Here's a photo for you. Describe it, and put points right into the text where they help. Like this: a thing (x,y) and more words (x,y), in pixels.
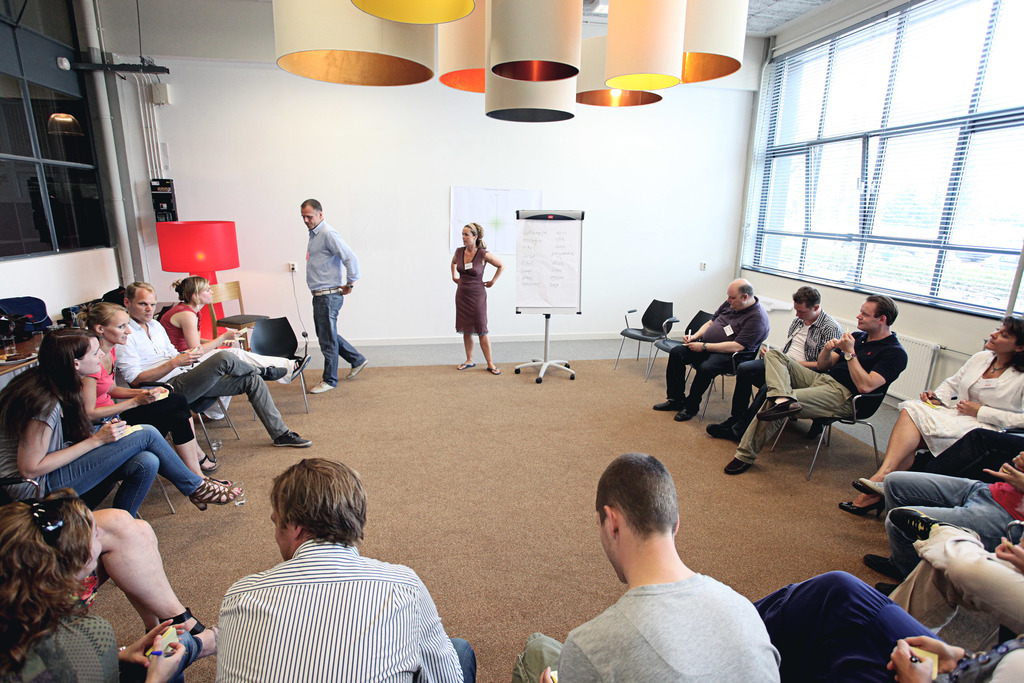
In this image there are group of people (183,339) sitting on chairs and some of them are writing something, and some of them holding some things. And in the center (479,265) there is one man (332,256) and one woman (462,264) standing, and there is one board (545,259). On the board (545,247) there is text (545,259), and in the background (331,165) there is a wall (219,214) windows (85,99) and objects (194,253), pipes (150,138) and some wires (143,122). On the right side of the image (846,141) there are windows (863,188), and at the top (562,53) there are some light (453,41) and pipes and at the bottom (356,470) there is floor (506,478).
